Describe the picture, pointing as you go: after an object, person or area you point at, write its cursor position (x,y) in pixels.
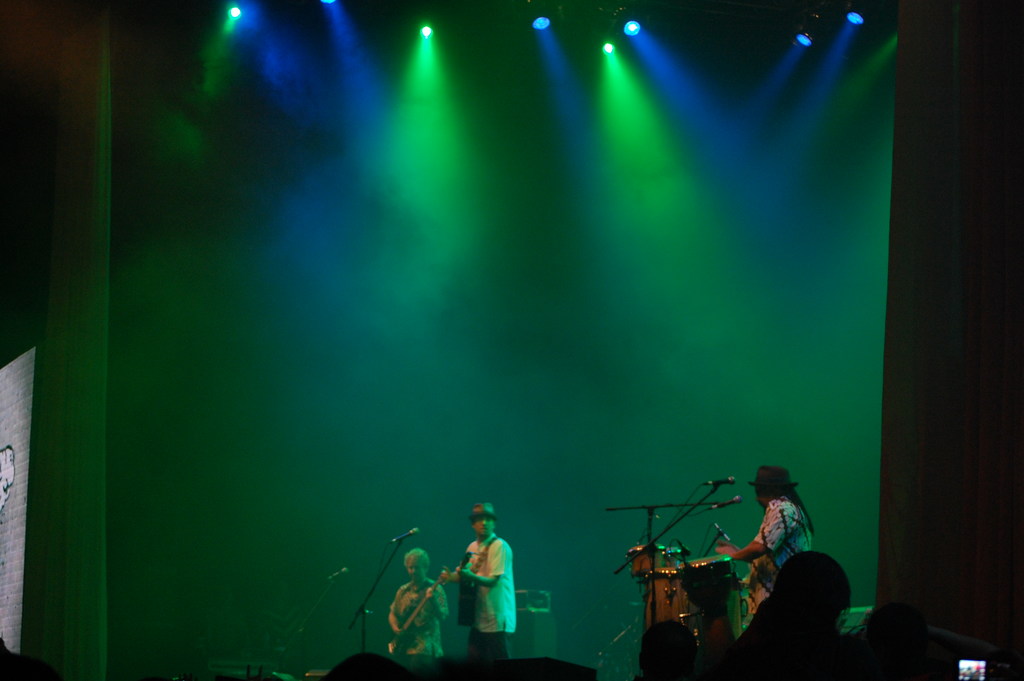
In this picture there are two persons (434,629) standing and playing guitars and there is a person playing drums (736,619). There are microphones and there are devices (559,678) on the stage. In the foreground (775,638) there are group of people (773,624). At the top (542,17) there are lights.
